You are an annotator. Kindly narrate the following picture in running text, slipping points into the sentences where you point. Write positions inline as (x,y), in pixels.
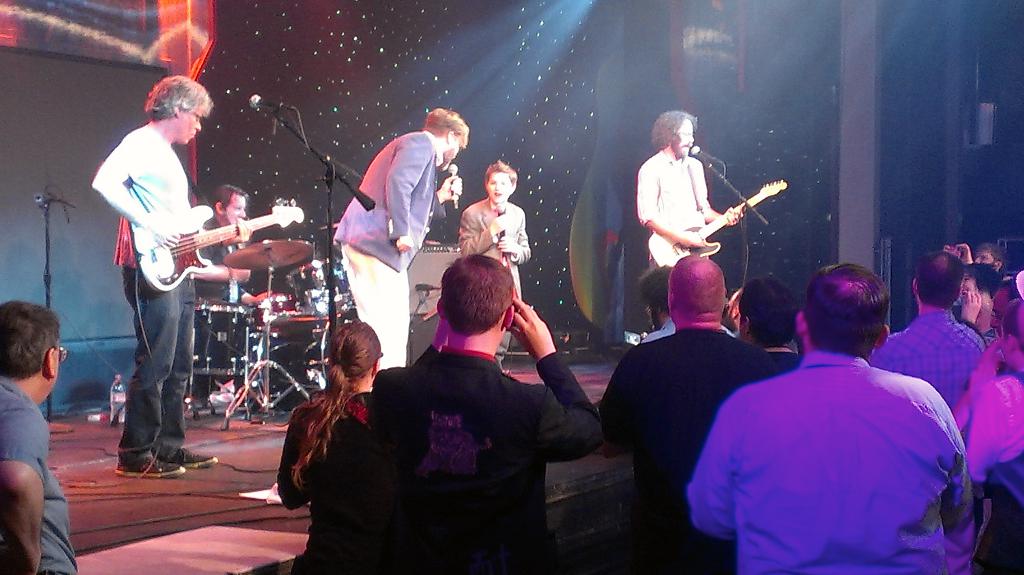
Here we can see that a person (407,168) standing on the stage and holding a microphone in his hand (444,190), and at beside a boy (499,223) is standing, and here a person (644,198) is standing and singing and holding a guitar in his hand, and at back (299,312) a person (236,217) is sitting and playing musical drums (250,253), and here are the group of people (444,333) standing.
